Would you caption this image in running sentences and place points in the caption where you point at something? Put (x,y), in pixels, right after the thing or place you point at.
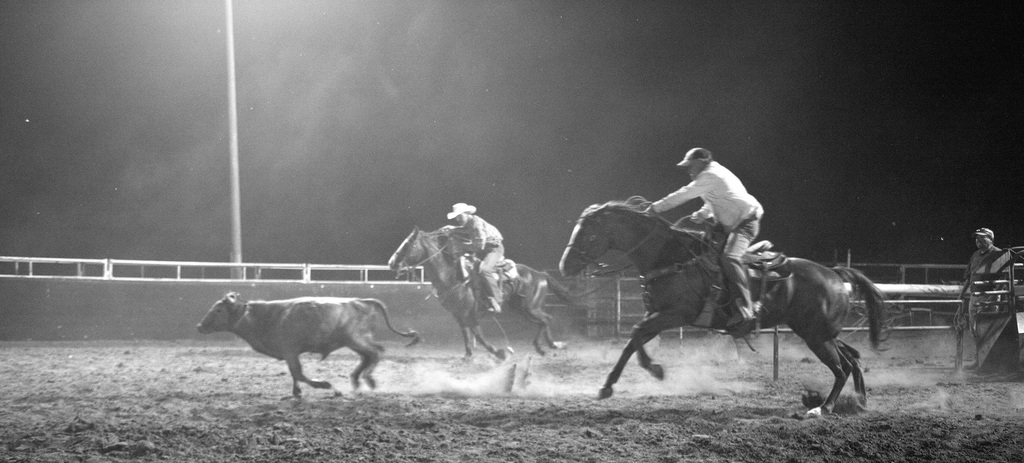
In this image there are two persons (716,194) riding horse (675,306) on the ground (607,418) one person (988,270) is standing and seeing. There is a cow (317,334) running on the ground (220,395).
